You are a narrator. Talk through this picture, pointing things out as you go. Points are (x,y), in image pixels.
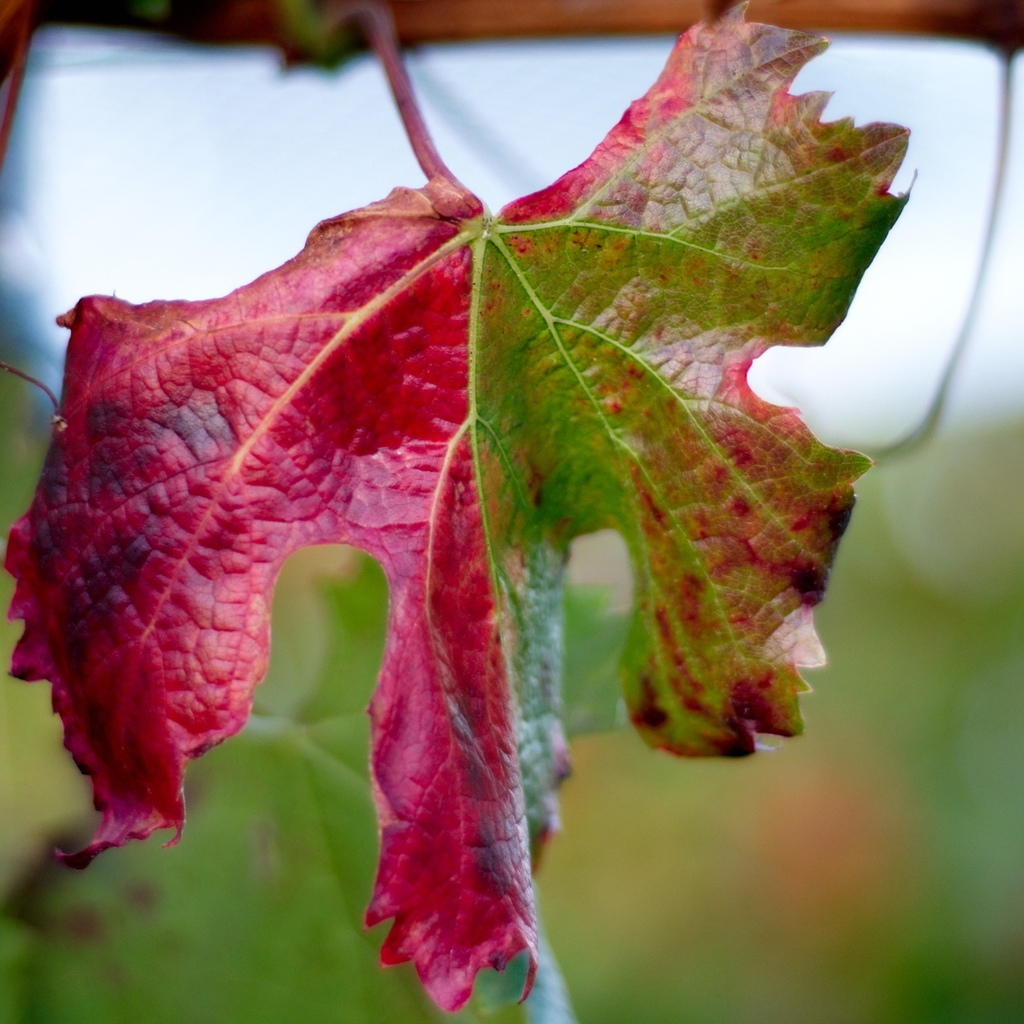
In the center of the image (468,528), we can see a leaf (440,462).
